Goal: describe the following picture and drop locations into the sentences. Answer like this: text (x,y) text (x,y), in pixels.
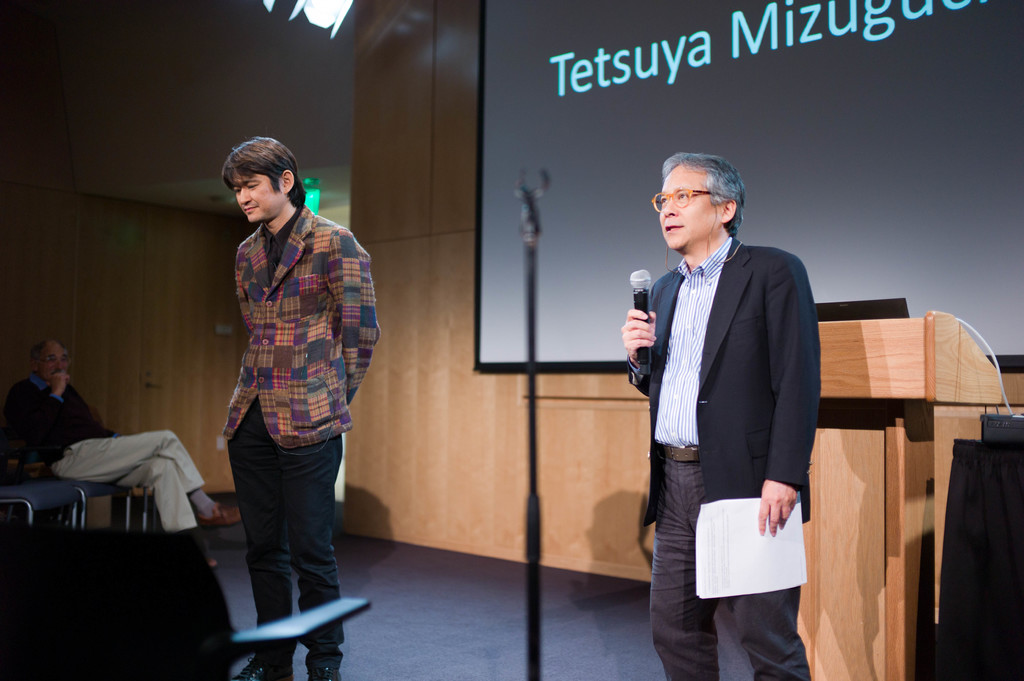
In the image we can see two men (324,259) standing and one is sitting, they are wearing clothes (323,412) and the right side man (689,348) is wearing spectacles (662,205) and holding the microphone (648,350) in one hand (654,336) and on the other hand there is a paper (740,542). Here we can see the podium (870,425), projected screen (836,104) and the floor (445,650). We can even see there are many chairs (118,584), lights (336,32) and wooden wall (402,194).
